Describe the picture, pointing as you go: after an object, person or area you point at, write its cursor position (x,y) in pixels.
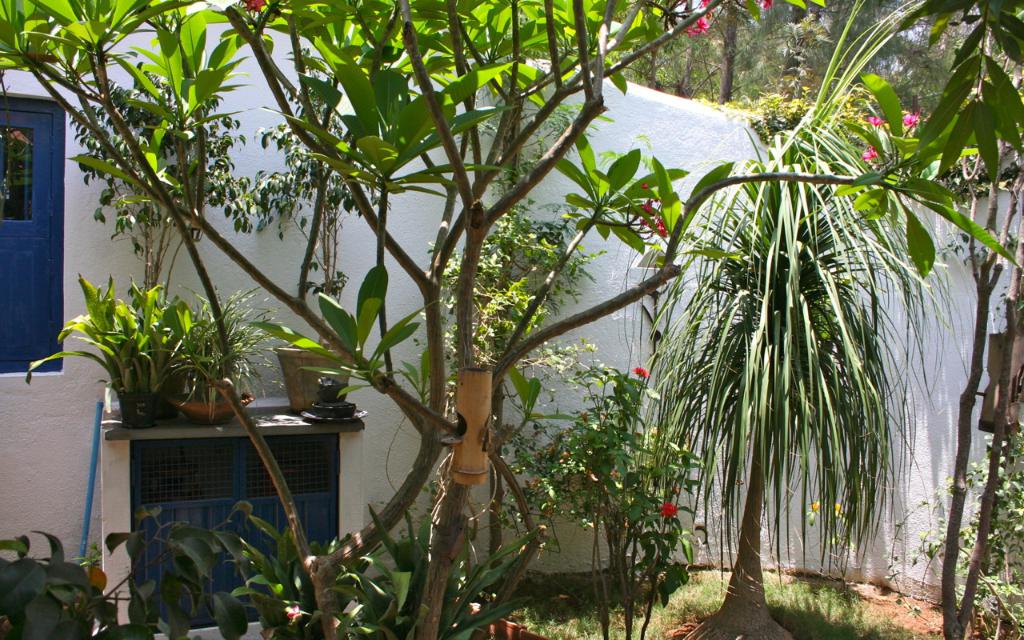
In this image in front (654,484) there are plants (563,493), trees (571,141) and on the backside of the image (601,146) there is a wall (256,248) with the window (18,199). At the bottom of the image (825,611) there is grass (581,613) on the surface (571,602).
